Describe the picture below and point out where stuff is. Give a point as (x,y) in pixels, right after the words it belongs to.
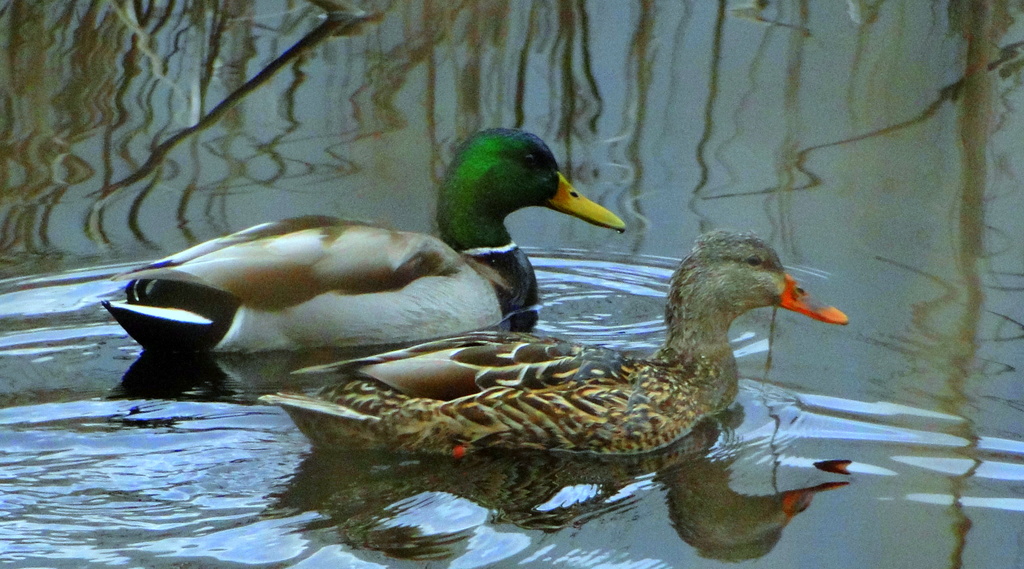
In this image there are two ducks (499,257) in the water (933,382).
